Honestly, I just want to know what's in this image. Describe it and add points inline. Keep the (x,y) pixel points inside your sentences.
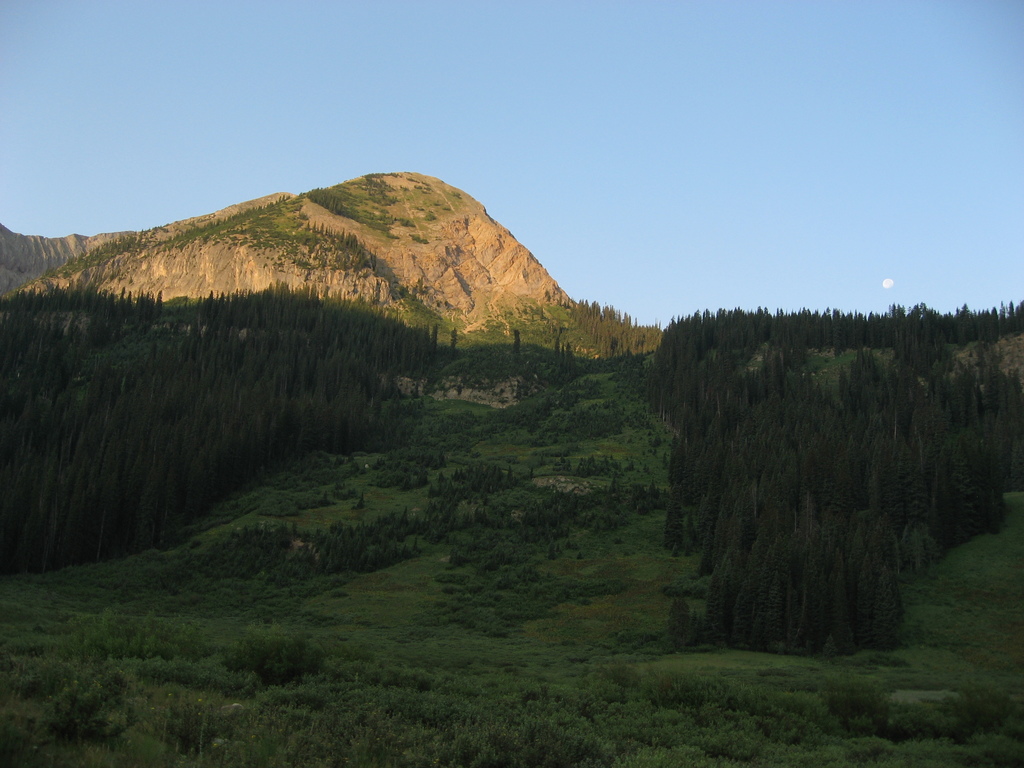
In this picture we can see the sky (808,87), hills (268,218) and the thicket (591,325). At the bottom portion of the picture (951,573) we can see the trees (968,461), plants (487,503) and the green grass (518,662).
